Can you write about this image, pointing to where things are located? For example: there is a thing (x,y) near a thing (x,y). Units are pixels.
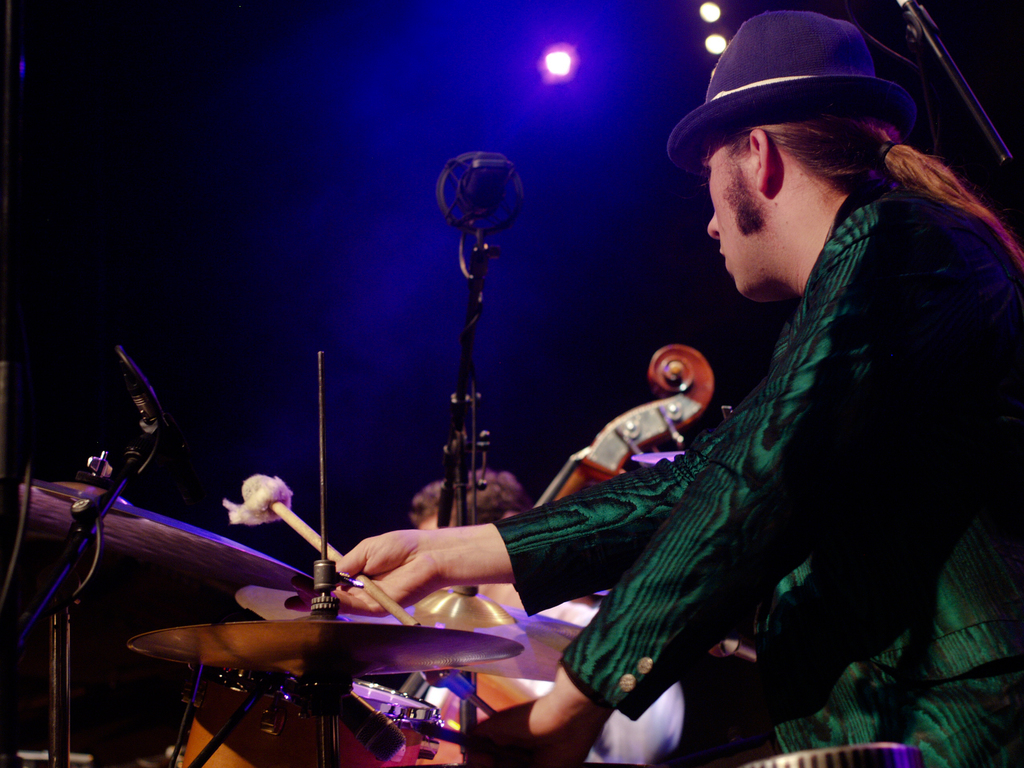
This picture shows a man (907,115) seated and playing drums (418,763) and we see a microphone (443,202).
